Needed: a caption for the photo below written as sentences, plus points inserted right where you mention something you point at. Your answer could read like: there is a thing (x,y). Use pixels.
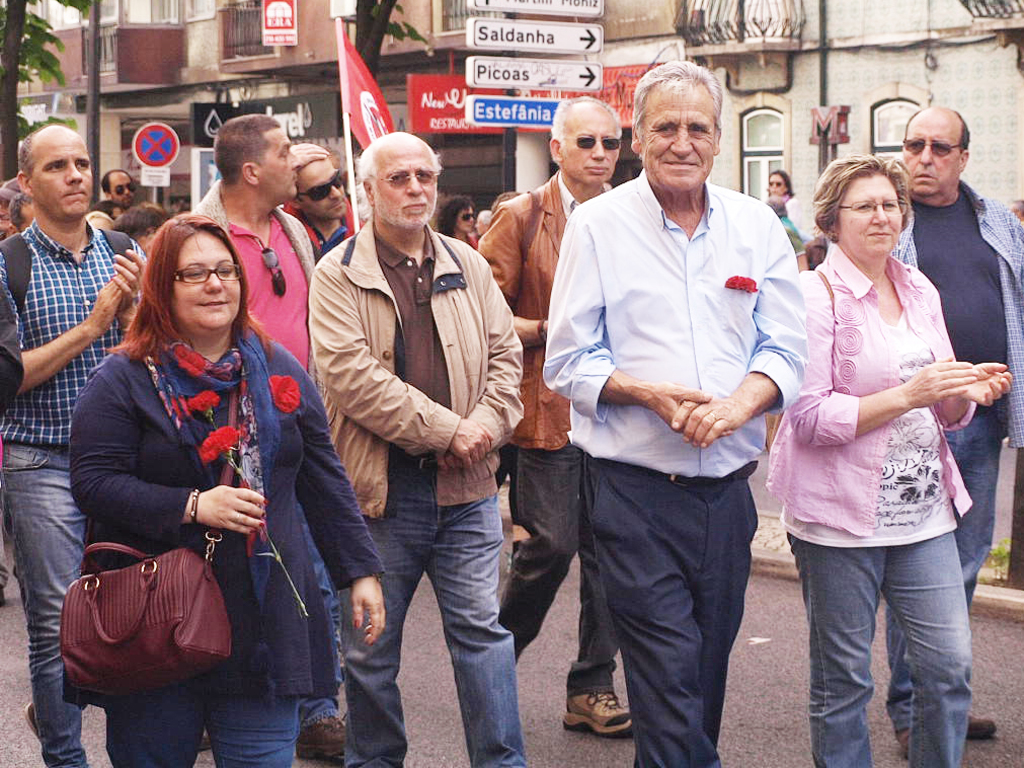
Here we can see that a group of people (235,186) walking on the road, and here is the building (732,14), and here is the tree (31,41), and here is the flag (360,107).
